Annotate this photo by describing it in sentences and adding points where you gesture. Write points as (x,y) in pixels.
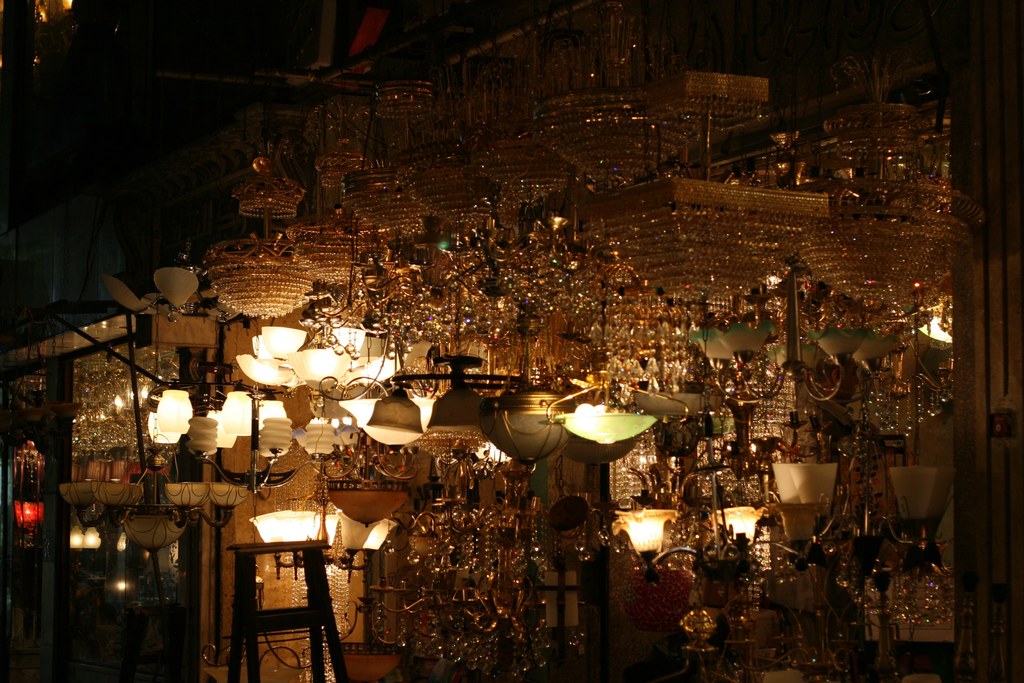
In this image we can see the lights (505,231) hanging from the ceiling (417,64). We can also see a double sided ladder (310,618).
